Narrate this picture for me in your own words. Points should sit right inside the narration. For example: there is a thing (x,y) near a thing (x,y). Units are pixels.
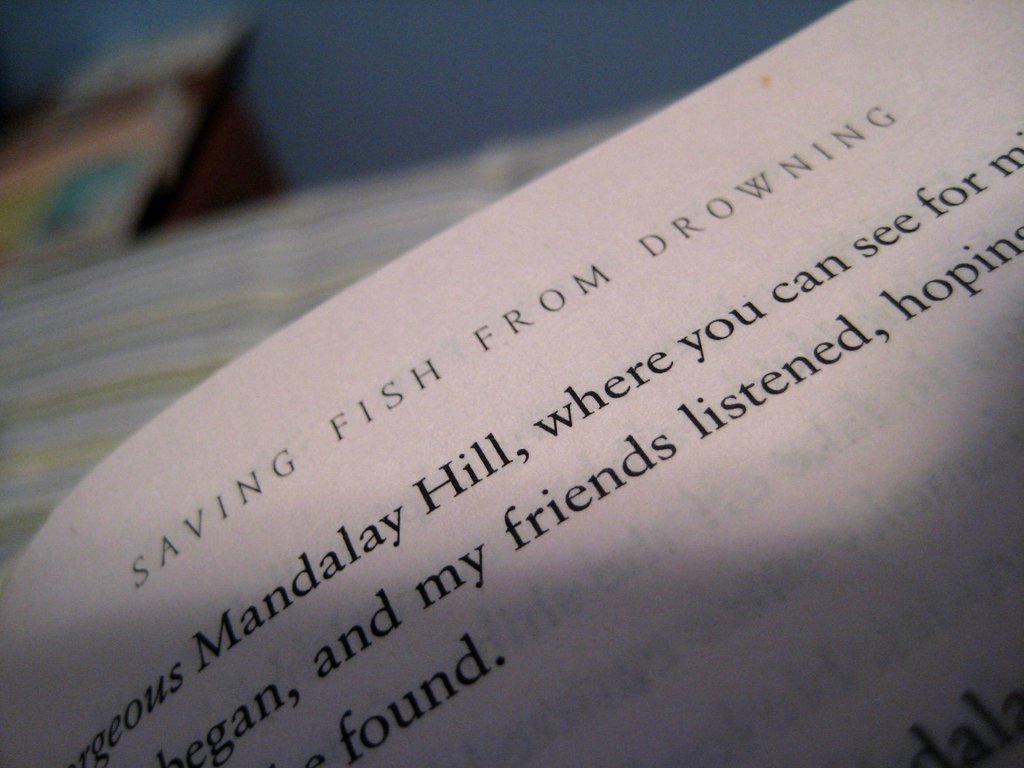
In the foreground (524,365), I can see a paper (538,491). The background (221,322) is not clear. This picture might be taken in a room (559,109).
